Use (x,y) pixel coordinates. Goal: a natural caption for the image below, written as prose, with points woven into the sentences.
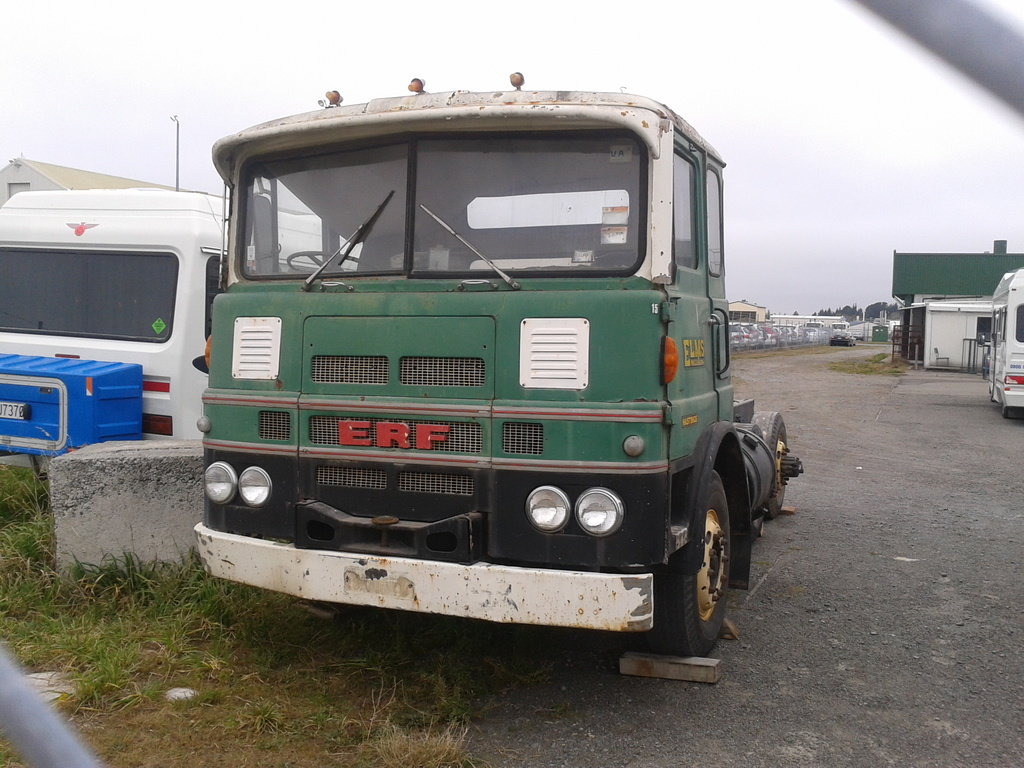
In the foreground of this image (551,455), there is a vehicle (592,570) on the road (755,686). On the left (88,613), there is grass (115,646). On either side, there are vehicles (1022,331). In the background (900,285), there are few buildings (897,294), vehicles (783,330), fencing (799,332) and the sky (719,76).
